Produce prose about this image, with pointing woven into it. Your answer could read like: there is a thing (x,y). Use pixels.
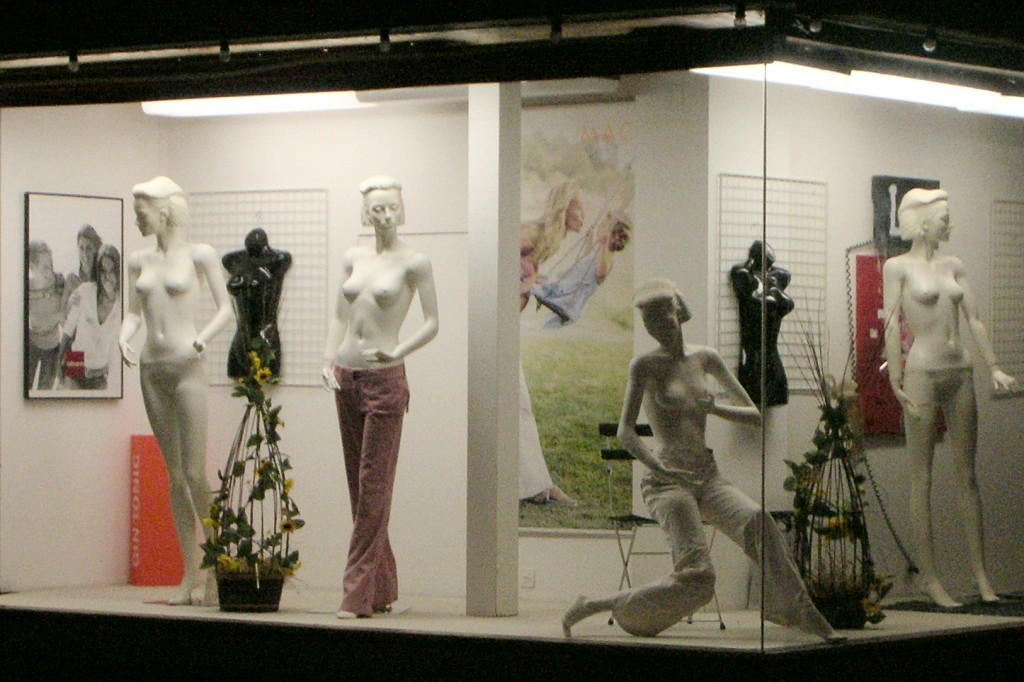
In this image I can see few mannequins (351,380) standing and one mannequin (686,415) is kneeling on the floor (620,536). I can see two flower pot (259,562) and pillar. The frames (116,234) are attached to the white wall (429,178).
